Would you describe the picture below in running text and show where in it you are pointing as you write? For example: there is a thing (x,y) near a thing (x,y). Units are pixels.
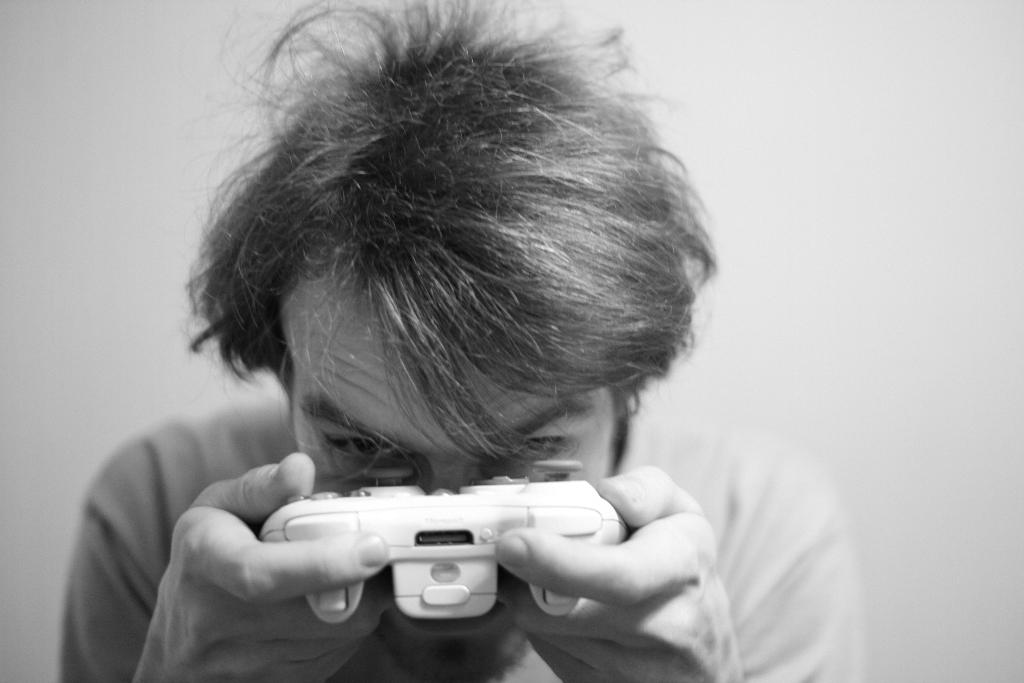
It is a black and white image and there is a man (471,434) holding a wireless game controller (538,528).
